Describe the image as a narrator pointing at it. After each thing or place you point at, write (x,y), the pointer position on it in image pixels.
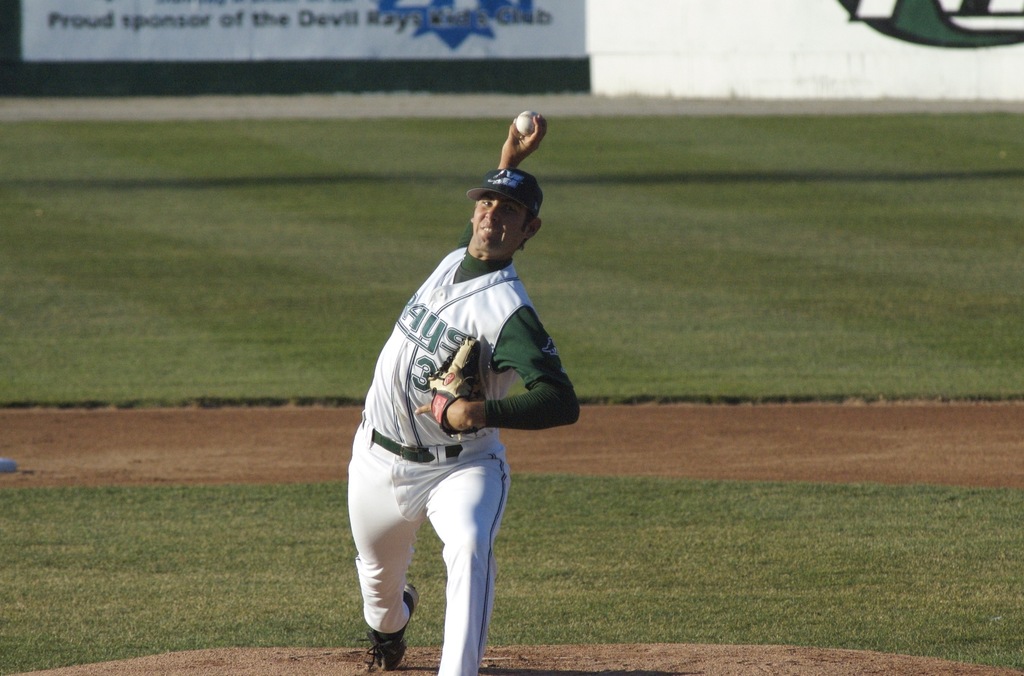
In this image in the front (534,424) there is a person (463,448) and the person (434,504) is in the action of throwing a ball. In the background (550,329) there is grass (659,283) on the ground (120,140) and there is a wall (610,36) and on the wall (610,36) there is some text (496,25) and there are some symbols (878,14).
